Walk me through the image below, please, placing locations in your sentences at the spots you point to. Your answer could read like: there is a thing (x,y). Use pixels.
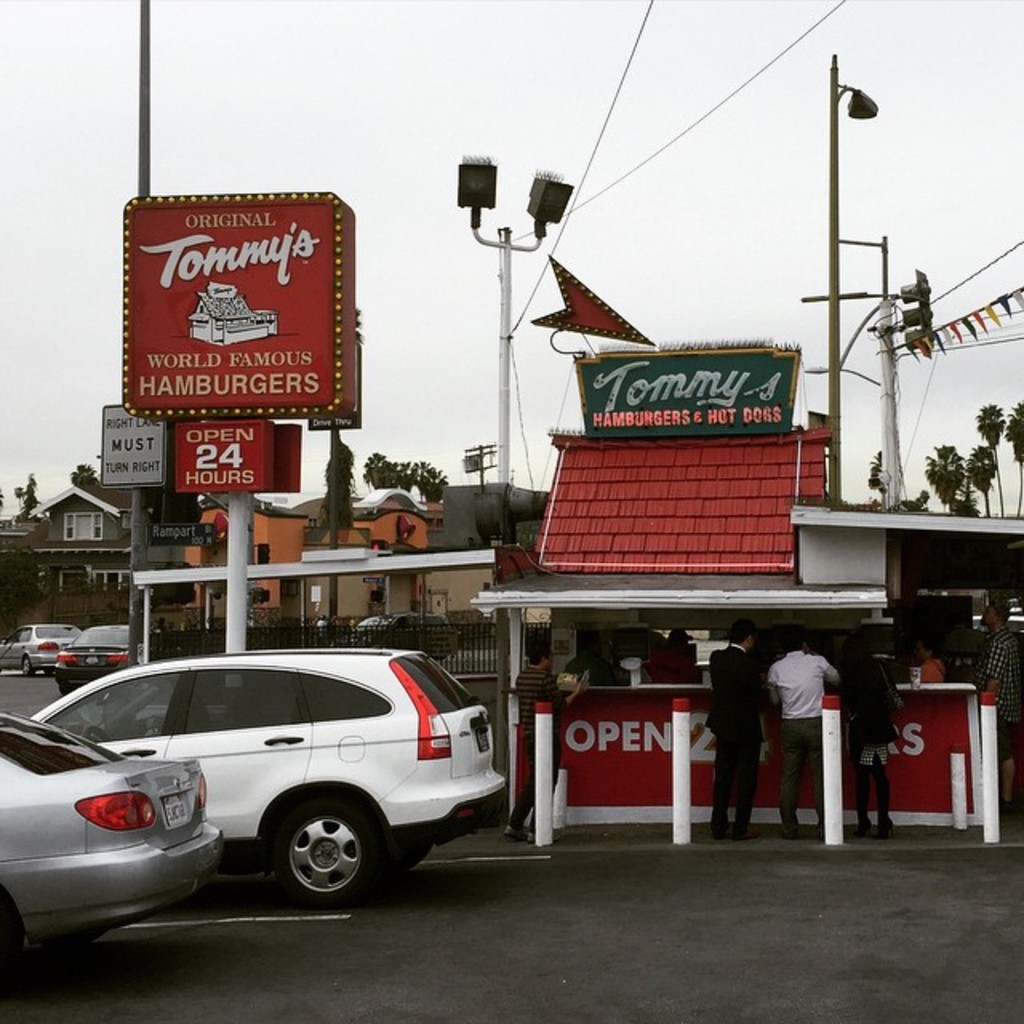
In this picture there is a white color car (293,782) parked in the parking lot (233,898). Behind there is a shop (609,617) and some persons (772,673) standing and eating. On the left side (196,480) there is a red color board (283,383) on the pole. In the background (859,335) there are some street poles (502,438) with cables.
